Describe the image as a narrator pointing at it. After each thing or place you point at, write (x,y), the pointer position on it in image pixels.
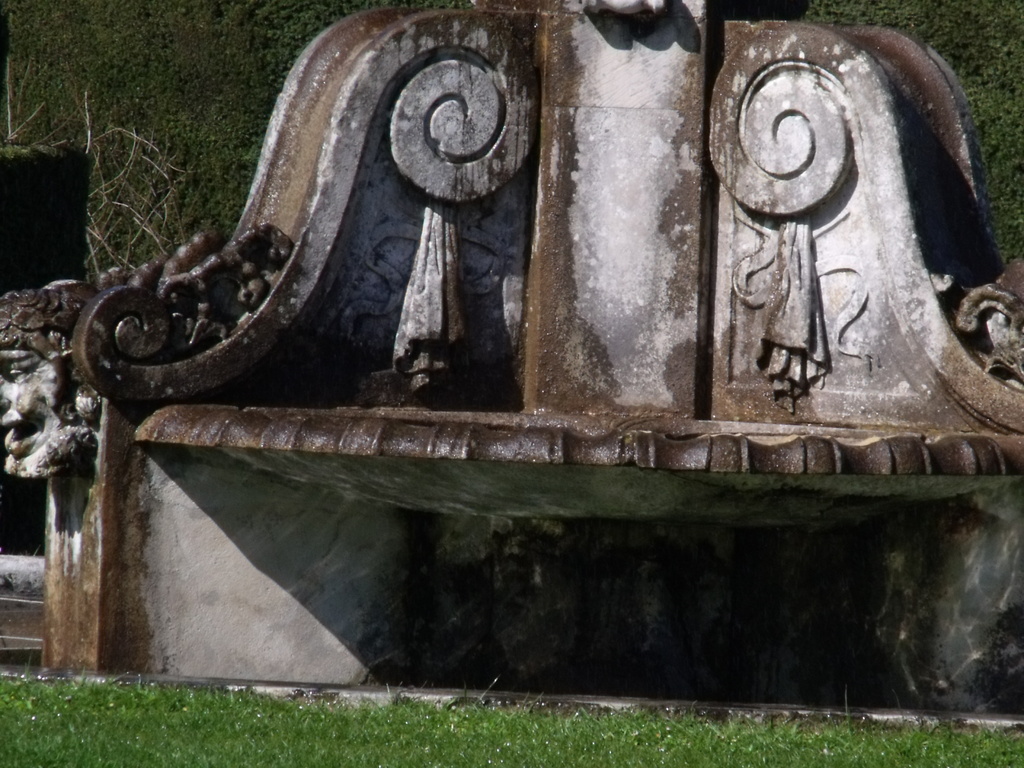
In this image, we can see a carving (105,315) on the stone (885,416). We can also see some grass (301,754). In the background (140,119), we can see some plants (147,116).
